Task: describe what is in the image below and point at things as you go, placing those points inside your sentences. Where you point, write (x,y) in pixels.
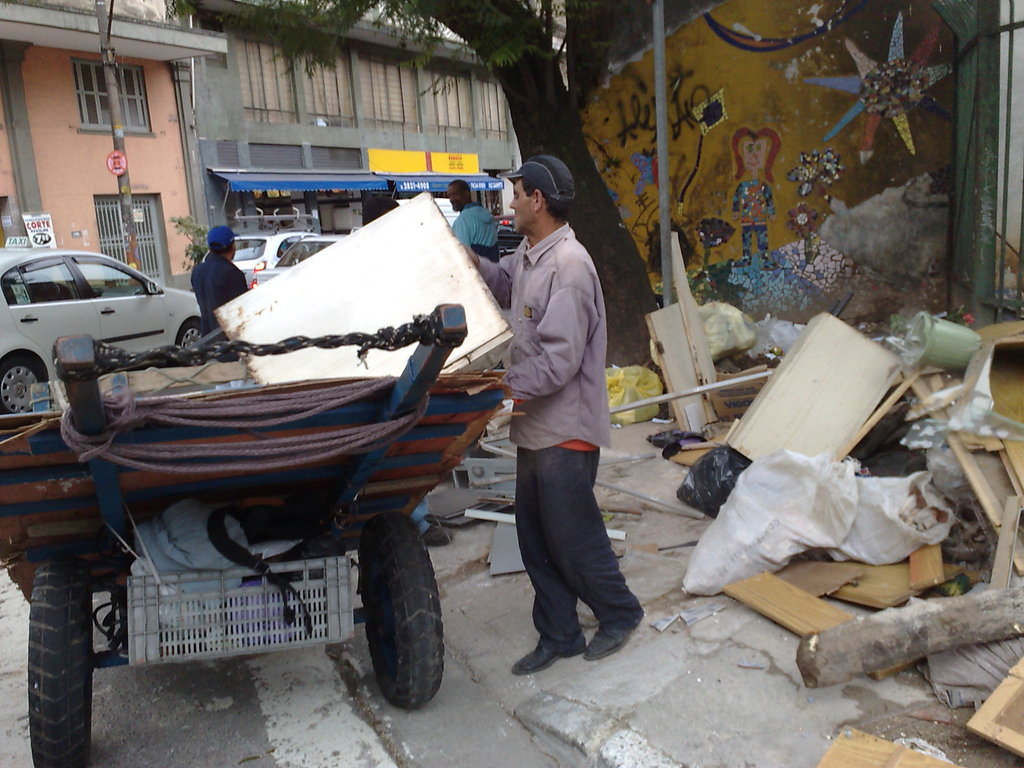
This is the man (583,371) standing and holding an object (400,286). This looks like a cart (44,504) with the wheels (377,623). These are the cars (287,237) on the road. I can see few people (457,184) standing. These are the buildings (207,121) with the windows (131,111). This looks like a pole (123,139). I can see a tree (515,57). I think this looks like a scrap (829,405). This is the wall painting (823,124) on the wall (727,160).
